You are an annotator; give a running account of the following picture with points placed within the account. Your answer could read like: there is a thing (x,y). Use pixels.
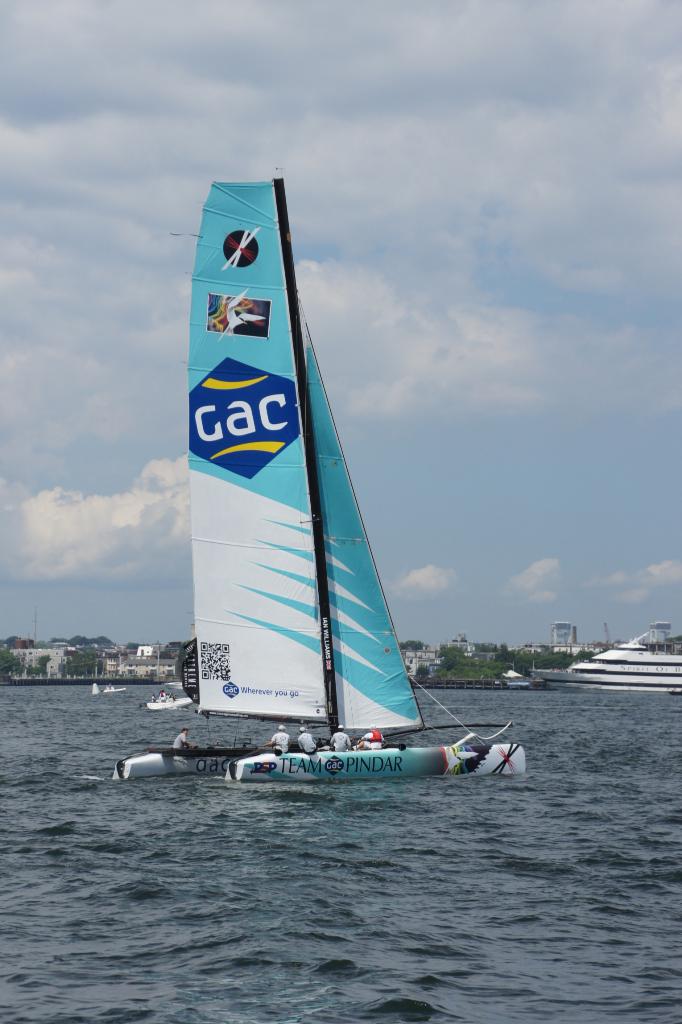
In this image I can see few people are sitting in the ships (516,764) and few ships (516,764) are on the water surface (413,791). I can see few buildings (148,654), trees (417,647) and the sky (369,456).
